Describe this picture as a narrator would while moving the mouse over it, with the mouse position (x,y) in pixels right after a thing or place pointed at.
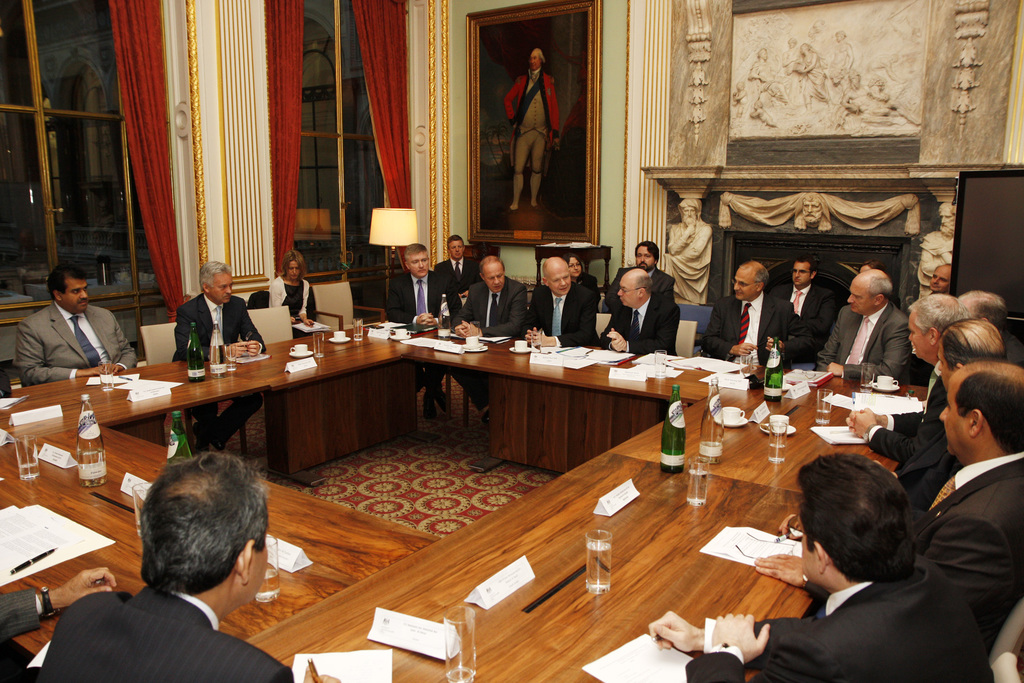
In the image there are tables (684,513) On the table (684,513) there are glasses (700,470) with water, bottles (773,377), papers (334,667), pens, name boards (421,649) and cups (731,409). There are many people (58,348) sitting on the chairs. Behind them there is a wall (179,191) with sculptures (911,197), frame (530,19), glass windows (93,76) with curtains (281,48). And also there are lamps (402,230), tables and a screen (1012,261).
